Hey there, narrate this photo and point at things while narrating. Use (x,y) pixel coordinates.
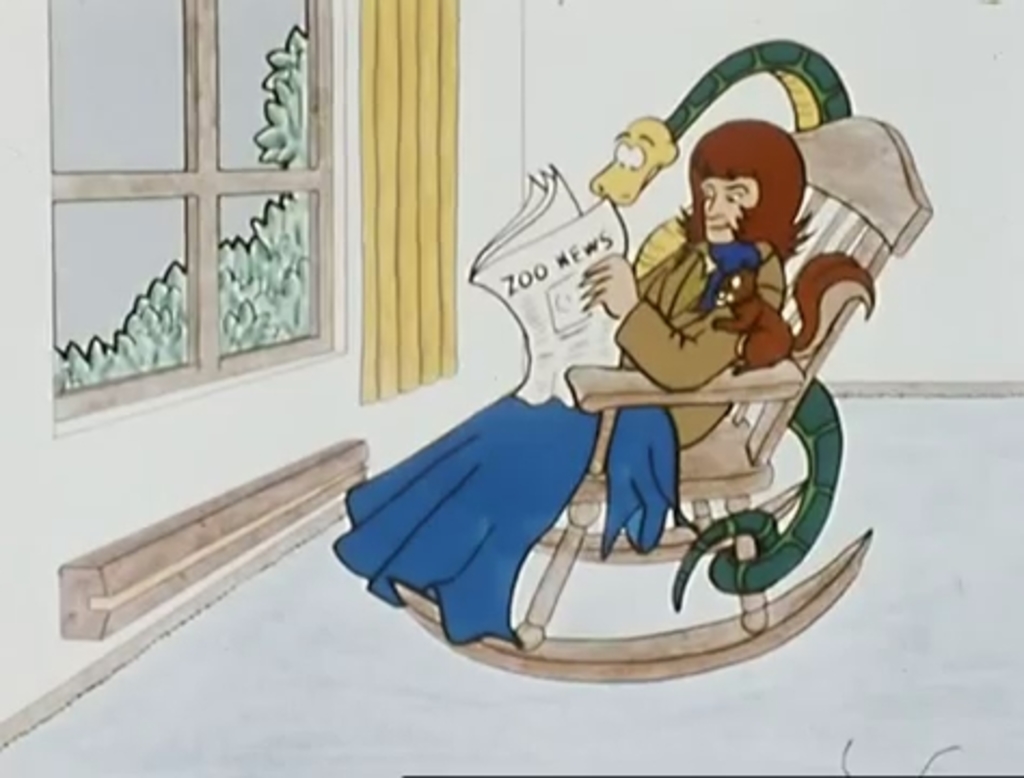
This is a cartoon image of a woman (646,343) who is sitting on a chair (619,547) and holding a newspaper (565,280) in hands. I can also see a snake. In the background (576,191) I can see a wall (514,137), window (293,169) and some other cartoon images (255,285).
